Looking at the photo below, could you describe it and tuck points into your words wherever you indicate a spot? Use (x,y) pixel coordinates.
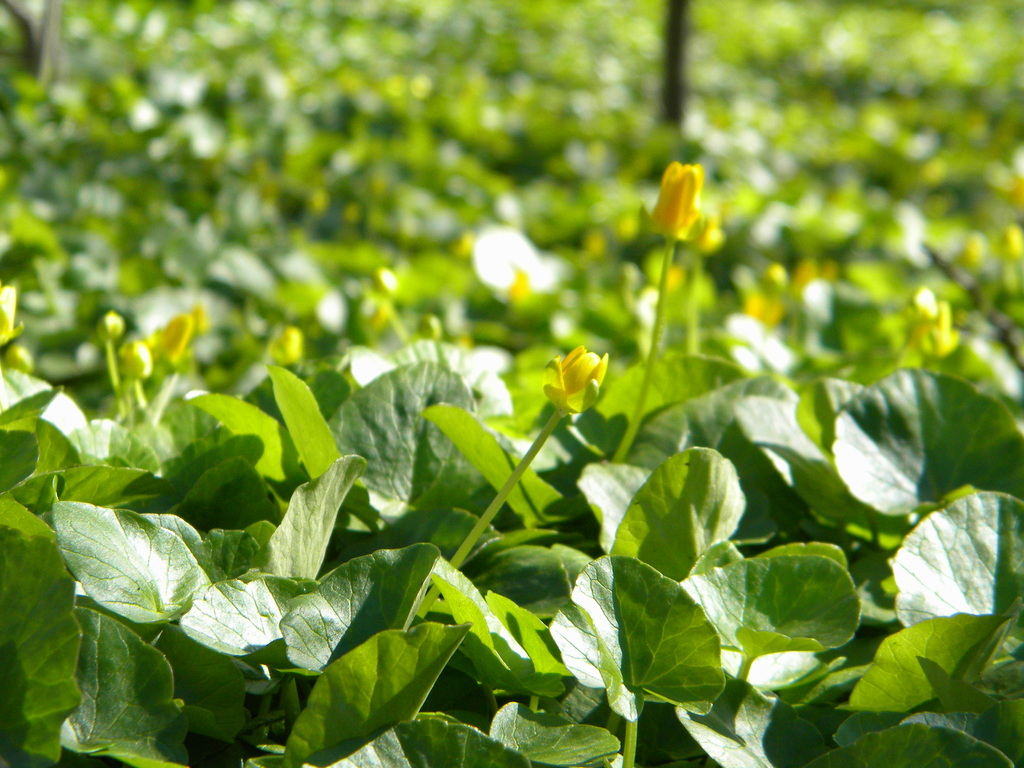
In this picture, we see plants (568,492) and these plants (536,494) have flowers (551,395). These flowers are in yellow color. In the background (372,178), we see plants (816,180) and a pole (674,40). It is blurred, in the background (564,137).
